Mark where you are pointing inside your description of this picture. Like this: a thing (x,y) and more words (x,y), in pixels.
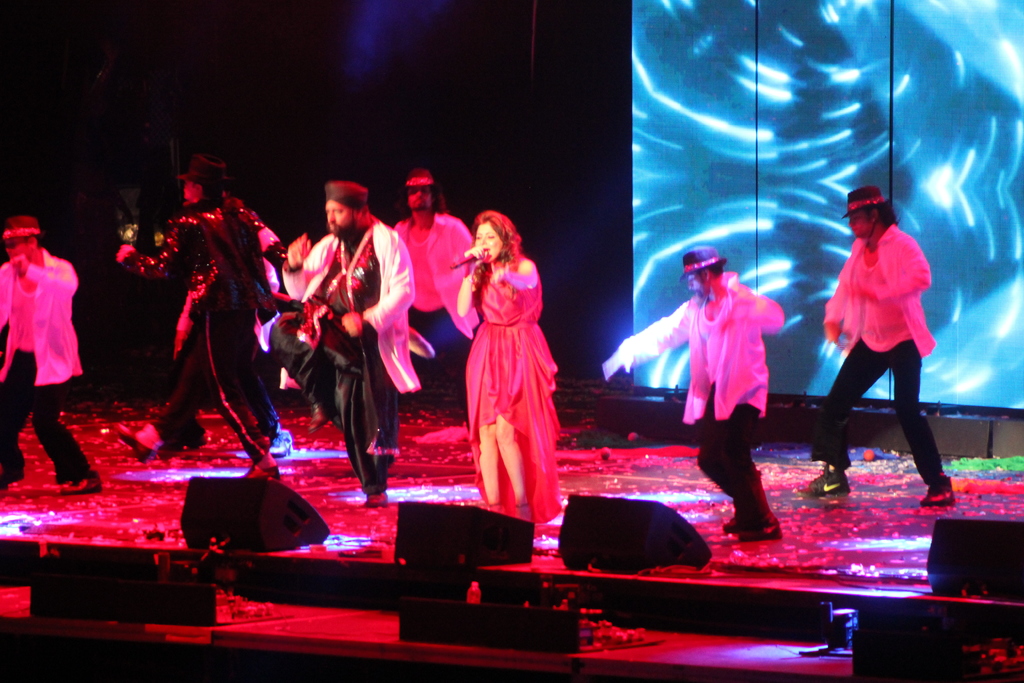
In the image there are group of people (280,240) standing on stage (1007,445) and a woman (502,317) in the middle (510,317) singing on mic (459,265) and behind there is a screen (733,156).
